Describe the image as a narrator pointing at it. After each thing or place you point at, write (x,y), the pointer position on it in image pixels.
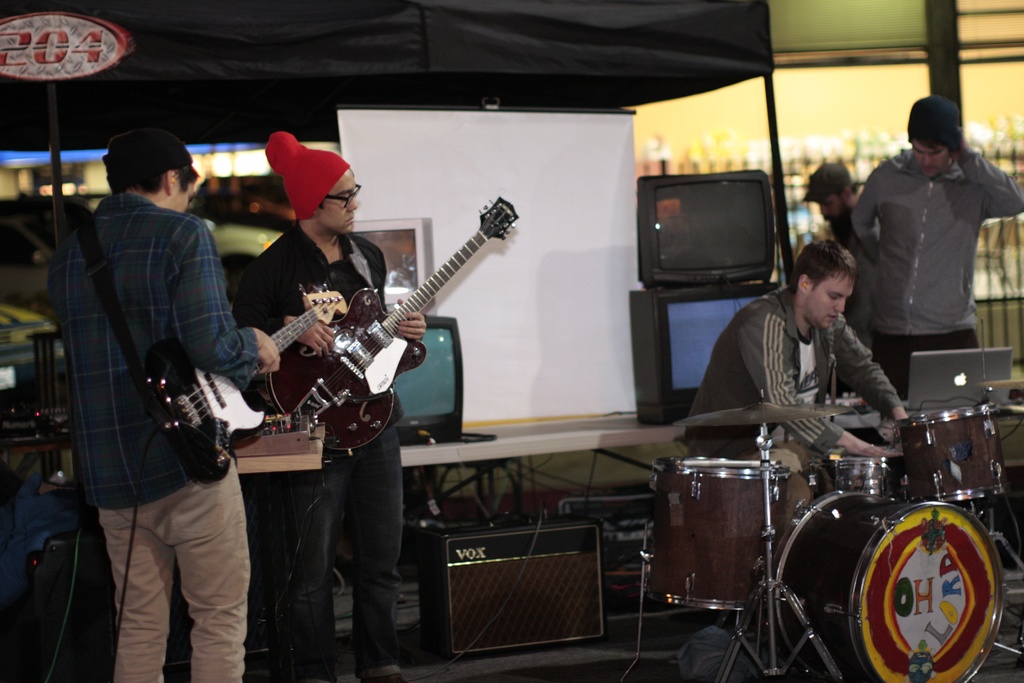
In this image I can see group of people (211,329) among them on the left side of the image (159,422) we have two men (366,447) who are playing guitar (361,445) in their hands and on the right side of the image (809,287) I can see a man (815,430) is playing drums (947,474) and the person (959,202) behind the man (852,328) is standing on the floor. Here we have few TVs (653,319) on the table (526,439) under the tent (560,87).
